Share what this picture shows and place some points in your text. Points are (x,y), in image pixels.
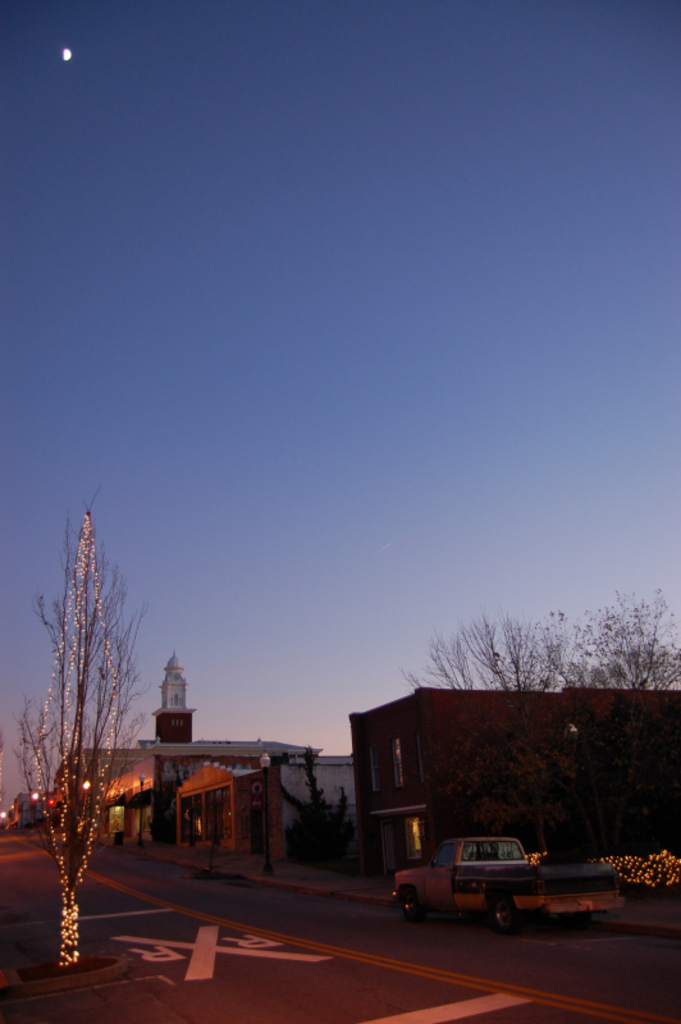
In this image, there are buildings (251,779) beside the road (242,887). There is a tree (549,758) and vehicle (542,908) in the bottom right of the image (541,905). There is an another tree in the bottom left of the image (105,815). In the background of the image (439,520), there is a sky (558,289).
